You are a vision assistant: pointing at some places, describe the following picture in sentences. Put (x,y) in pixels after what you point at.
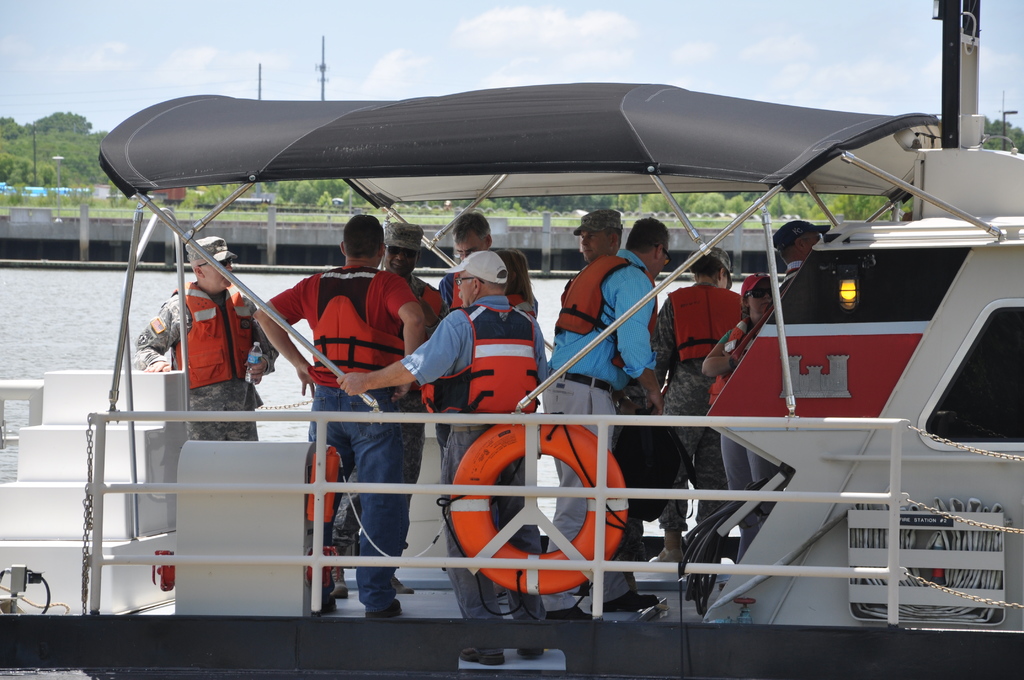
In this picture there is a boat (876,455) on the water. There are group of people (699,273) standing on the boat (740,583) and there is a tube (591,526). At the back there are trees (58,152) and poles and there might be buildings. At the top (235,17) there is sky (261,10) and there are clouds (636,30). At the bottom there is water (104,325).
